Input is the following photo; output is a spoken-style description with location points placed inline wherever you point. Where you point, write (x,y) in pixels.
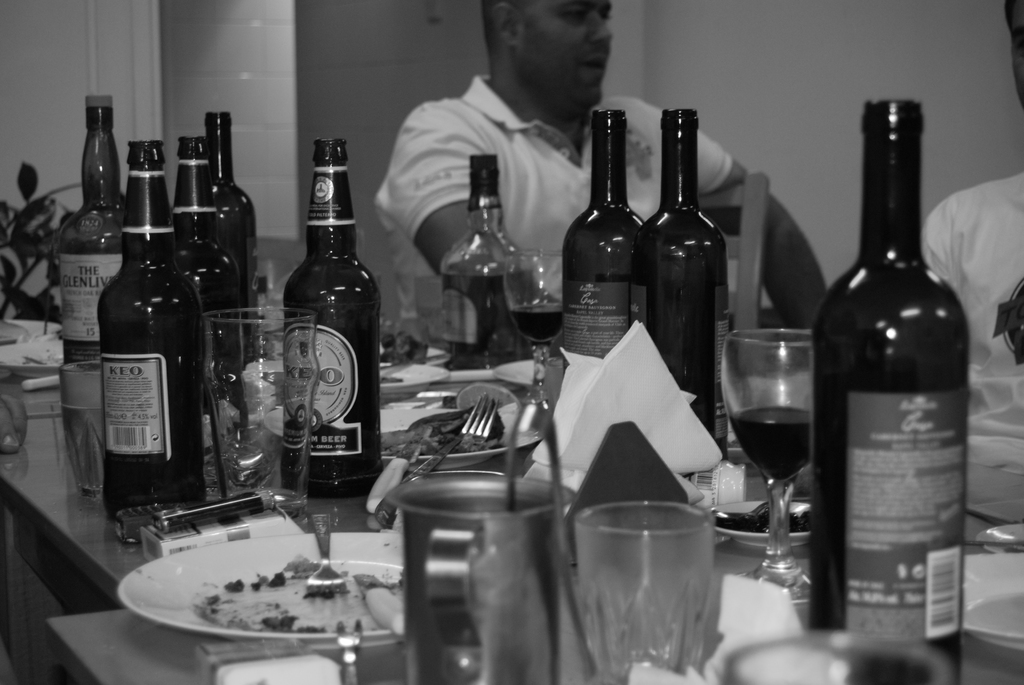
There is man (542,139) white t-shirt (535,153) sitting. In front of him there is a table (351,518). On that table (431,345) there are many bottles (679,333), glasses (621,583), plates (197,570), fork (319,576), some packet (269,530), mobile (191,521).
